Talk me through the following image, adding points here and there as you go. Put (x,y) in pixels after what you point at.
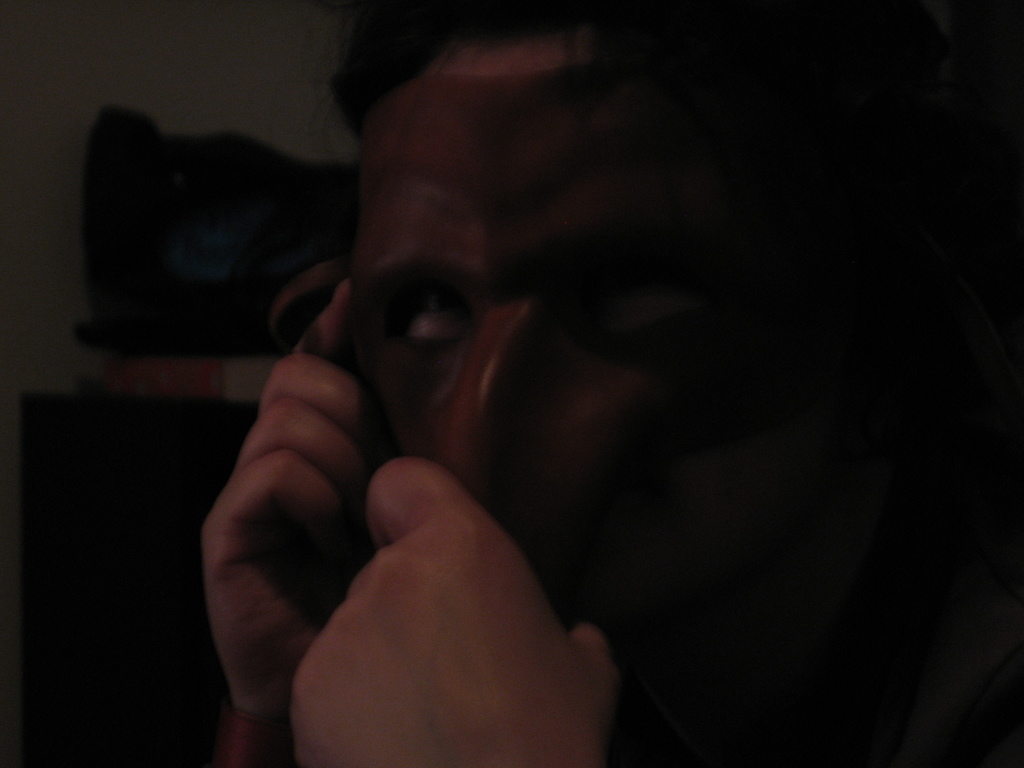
In this image a person (704,691) wore a mask (535,417) to his face (599,282). In the background (83,142) it is blur.
